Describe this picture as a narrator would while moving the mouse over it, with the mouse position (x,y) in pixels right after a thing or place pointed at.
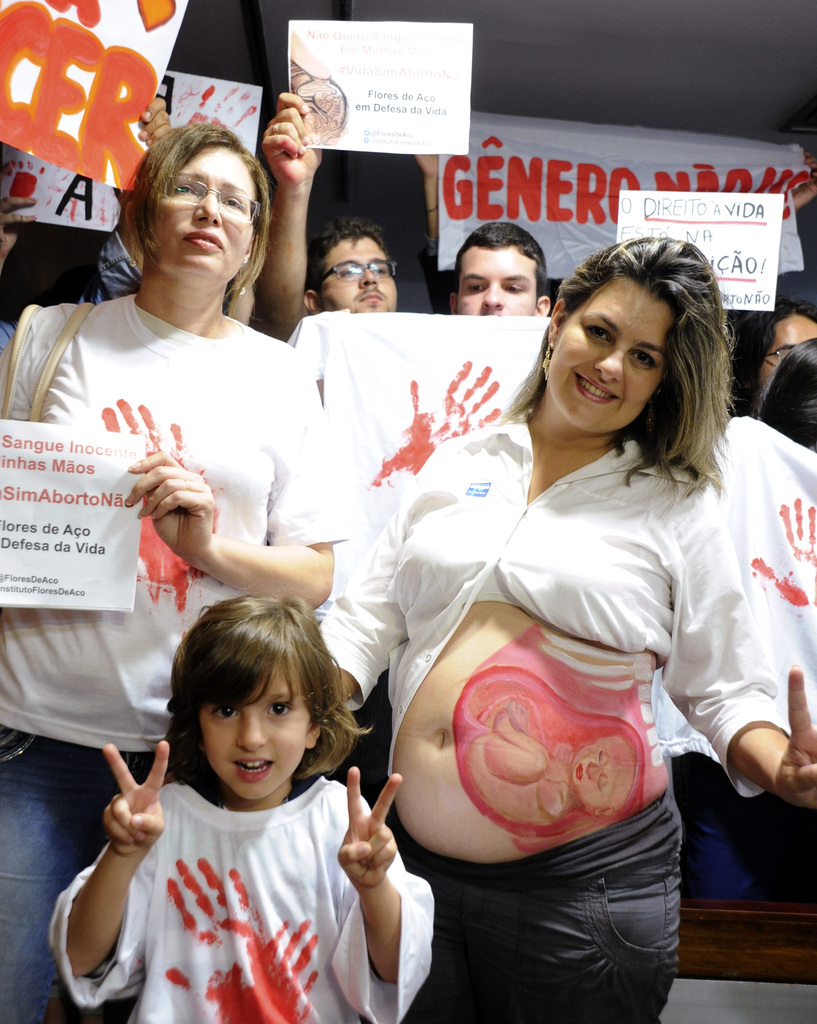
This is the picture of some people (226,1012), among them a lady (566,690) has some painting (535,741) on her stomach (547,668) and behind there are some other people (35,613) holding some boards (114,104).
